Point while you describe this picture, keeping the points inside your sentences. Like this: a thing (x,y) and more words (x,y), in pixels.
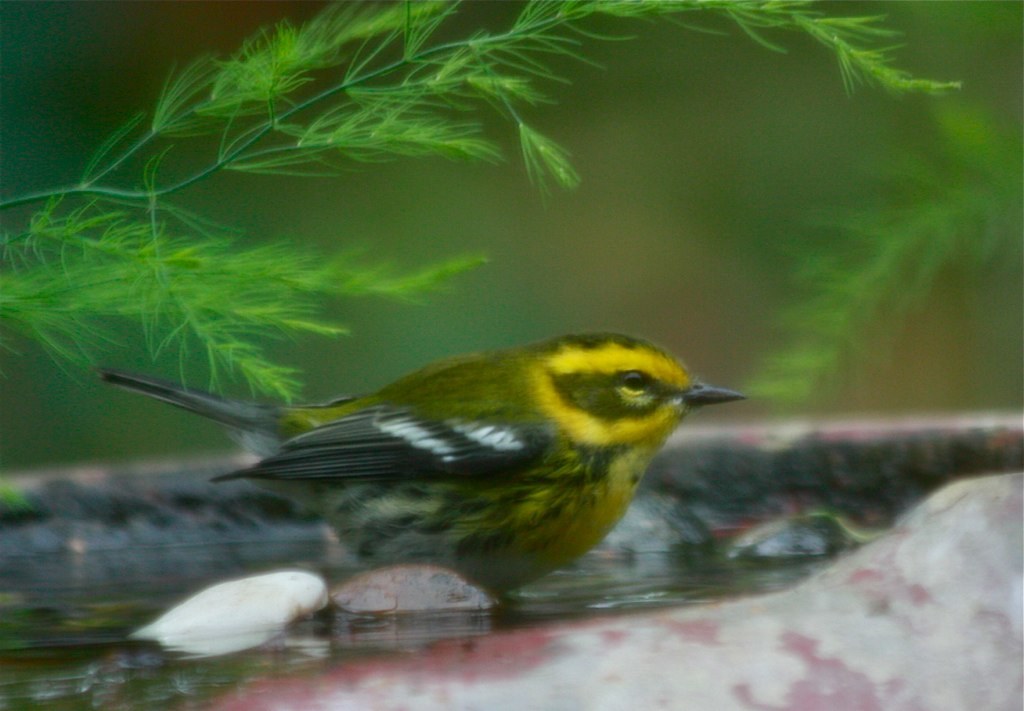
In the foreground of this image (549,429), there is a bird (543,478) in the water (522,603) and it seems like stone (757,644) at the bottom (770,638) and at the top (439,120), there is greenery (854,246).
